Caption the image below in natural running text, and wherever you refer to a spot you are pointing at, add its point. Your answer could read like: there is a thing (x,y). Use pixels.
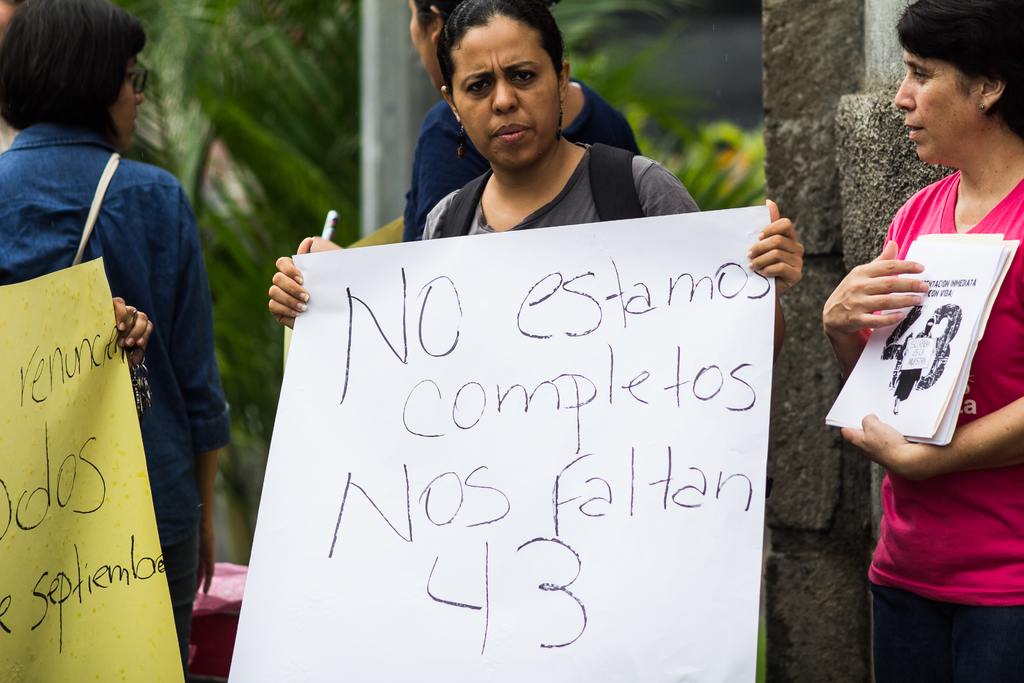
in the given image i can see three women's (955,187) standing and towards my left there is a women (81,153) and middle women (518,131) she is holding a bag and message (492,290) which states no estamos completos towards my right i can see women (961,179) wearing pink color t shirt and holding books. a wall (814,90) built with blocks (823,257).
